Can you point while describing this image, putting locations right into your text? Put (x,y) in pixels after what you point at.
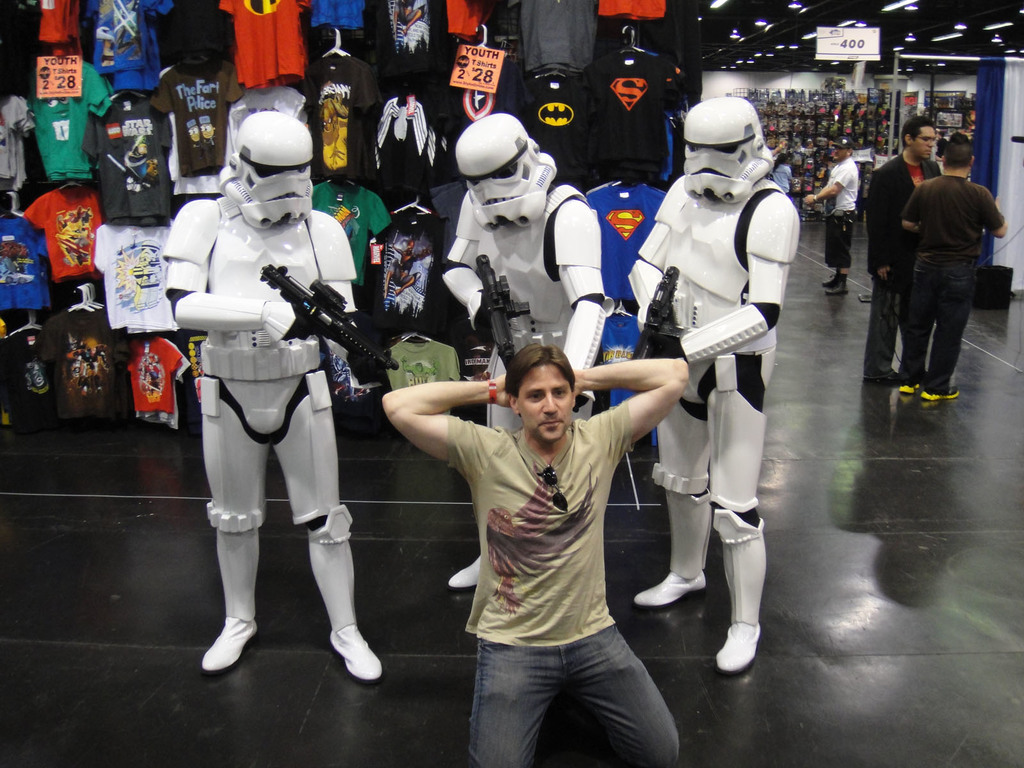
In this picture there are three persons (513,285) who are wearing white armor (257,345) and holding a gun (668,291). In front of them there is a man (565,462) who is in kneeling position and he is wearing goggles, t-shirt (552,536), watch (496,399) and jeans (575,684). On the right (924,143) there are two persons (928,209) who are standing near to the pipe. On the left (134,79) I can see many t-shirts (601,136) which are placed on the hangers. In the back (813,137) I can see other items (802,114) which are placed on the racks (801,140). In the top right corner (822,47) I can see the board (837,44) and tube lights (796,47).
